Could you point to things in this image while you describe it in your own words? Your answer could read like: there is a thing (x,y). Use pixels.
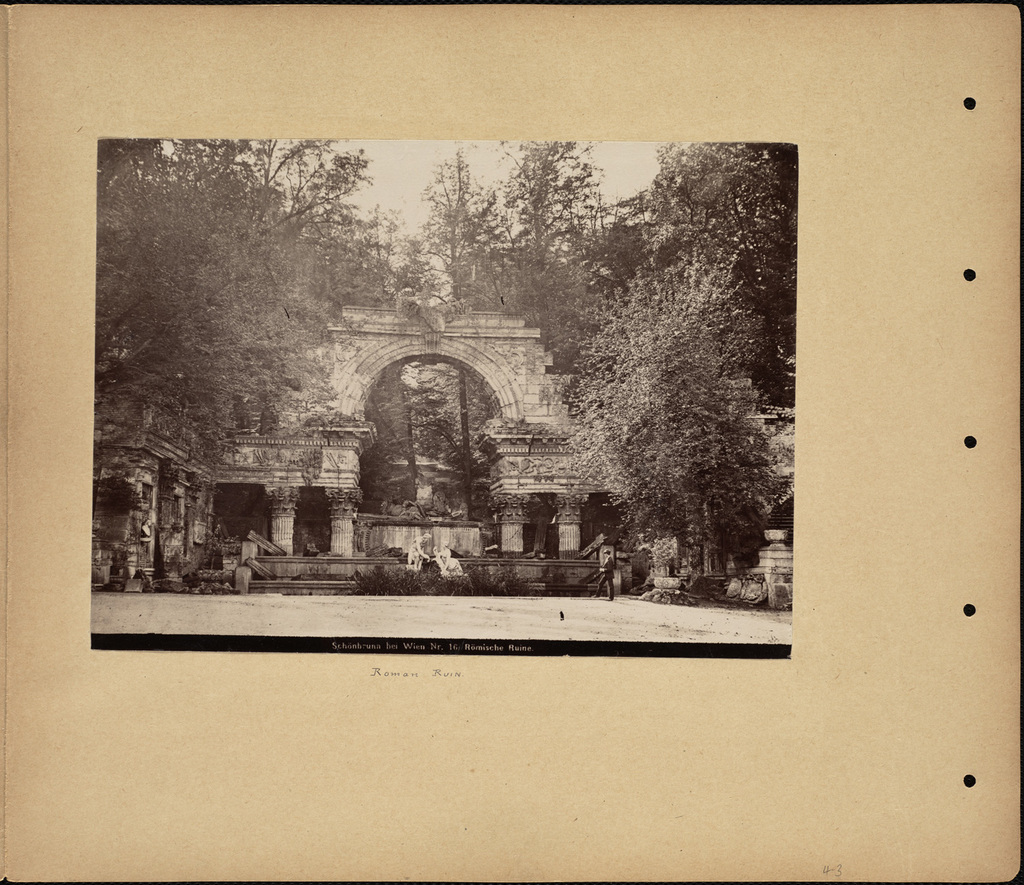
This image consists of a board (827,779) on which we can see a picture (380,325) of an arch (333,340) along with trees (588,441) and pillars (165,542).
